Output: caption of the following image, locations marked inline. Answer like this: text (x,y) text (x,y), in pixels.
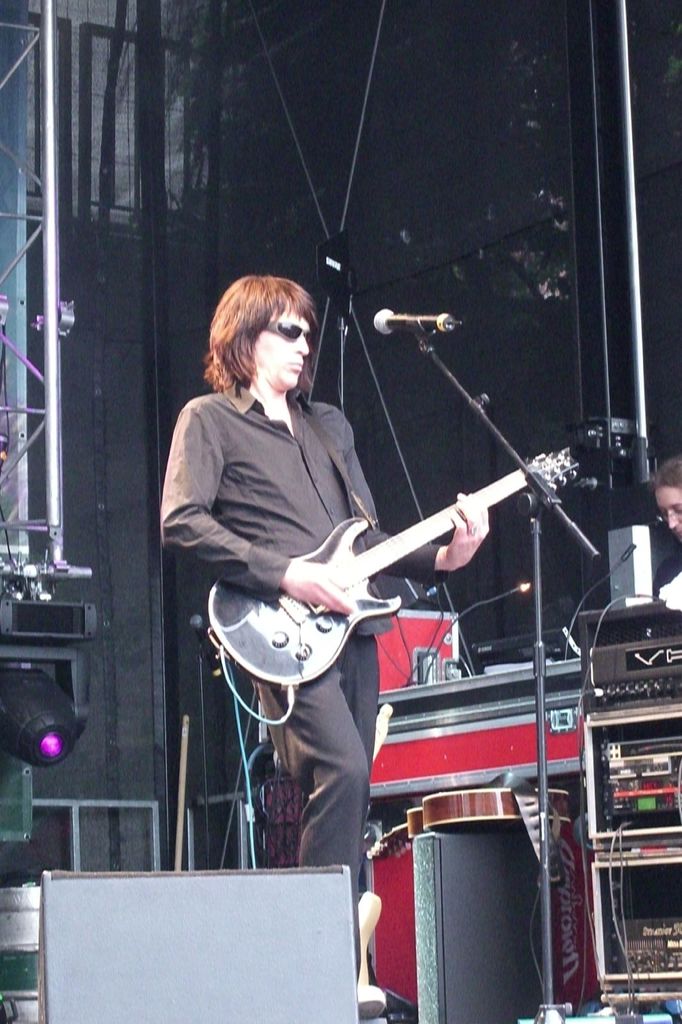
In this image I can see the person (221,535) is standing and holding the guitar (431,535). In front (448,320) I can see the mic (437,325), stand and few objects (484,743). I can see few musical instruments (488,805), light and black color background (336,111).
